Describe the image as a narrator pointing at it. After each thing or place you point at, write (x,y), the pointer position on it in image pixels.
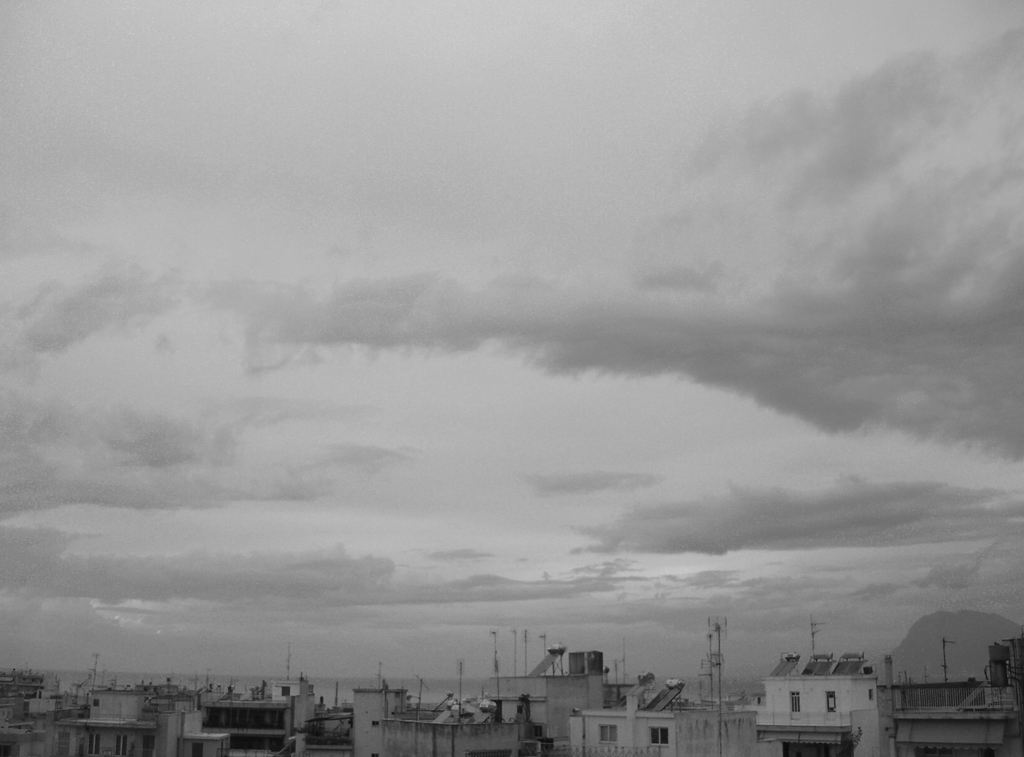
In this picture we can see buildings (706,735) and we can see sky (333,633) in the background (328,661).
